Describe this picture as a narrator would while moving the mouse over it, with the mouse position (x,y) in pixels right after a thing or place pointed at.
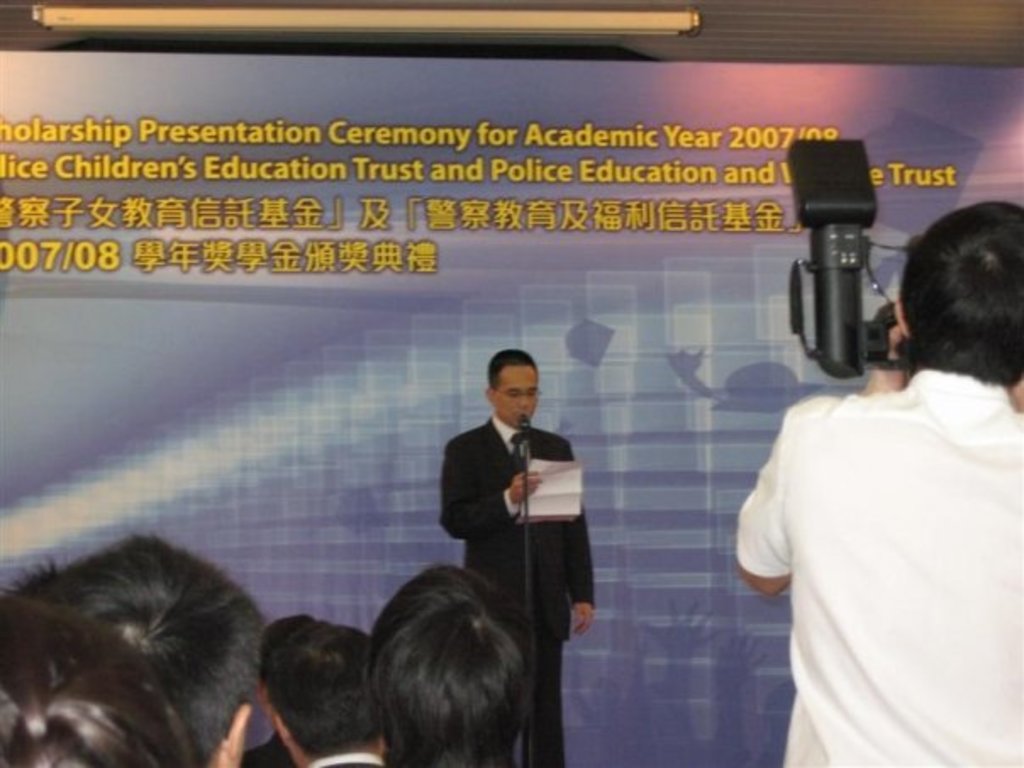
In the center of the image (513,459) there is a person (531,559) standing at the mic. On the right side of the image (863,151) there is a person (888,500) standing with camera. At the bottom of the image (498,598) there are group of persons (257,657). In the background (266,251) there is a poster (489,167) and wall (774,43).
